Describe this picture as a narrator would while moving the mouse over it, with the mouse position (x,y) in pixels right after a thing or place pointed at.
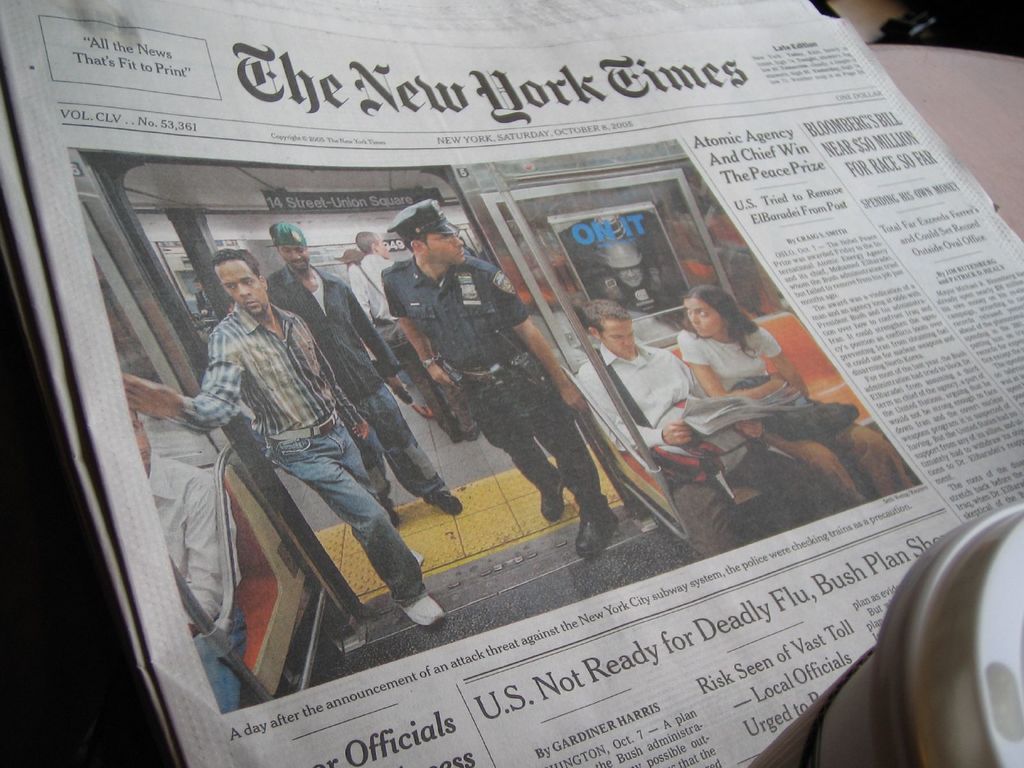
We can see newspaper (578,500) on the surface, on this paper (443,411) we can see people (519,365).
